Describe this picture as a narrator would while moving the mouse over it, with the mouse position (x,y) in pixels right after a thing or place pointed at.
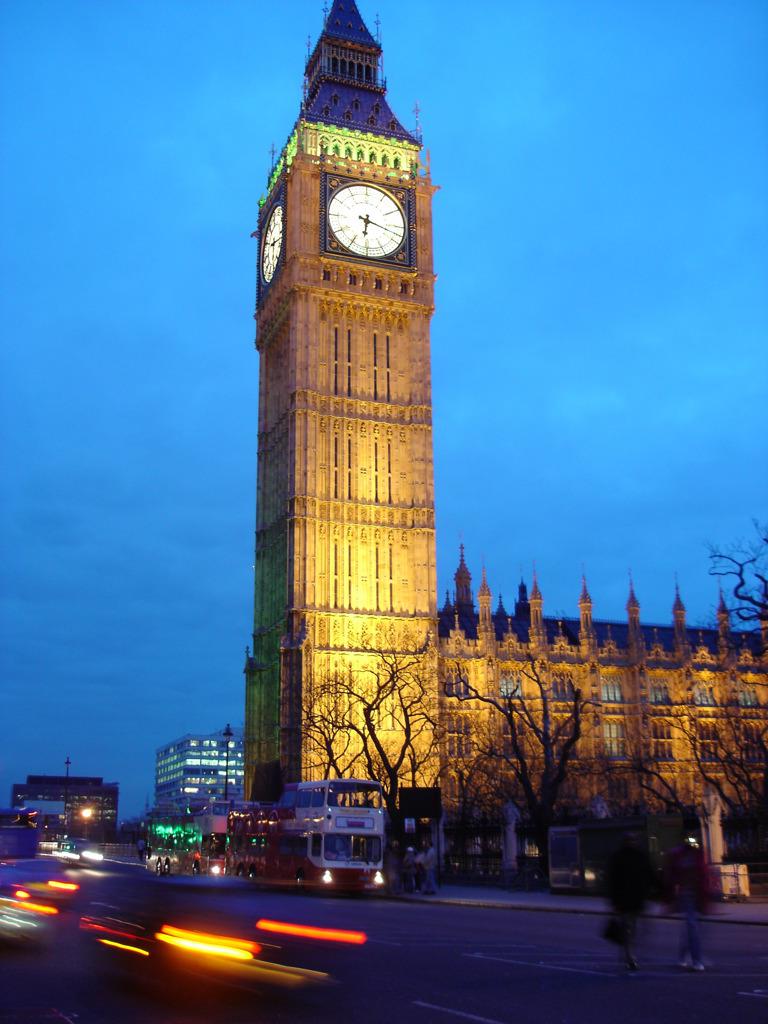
There are vehicles (277,810) and people (686,892) on the road (623,986). There are dry trees (745,791) and buildings (265,735). A building (381,278) has a clock (352,220) on the top (349,223).
